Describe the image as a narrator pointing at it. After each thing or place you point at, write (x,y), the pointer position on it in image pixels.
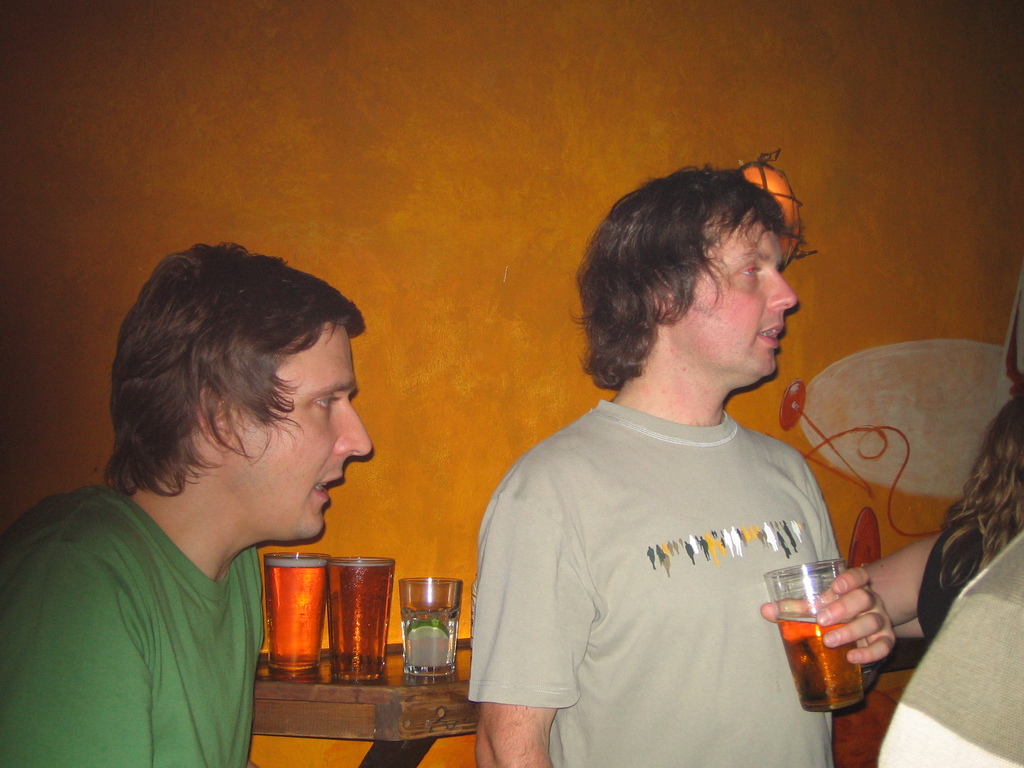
As we can see in the image there orange color wall (508,283), few people (620,308) standing over here and there is a table (397,699). On table (355,697) there are three glasses (288,624).
